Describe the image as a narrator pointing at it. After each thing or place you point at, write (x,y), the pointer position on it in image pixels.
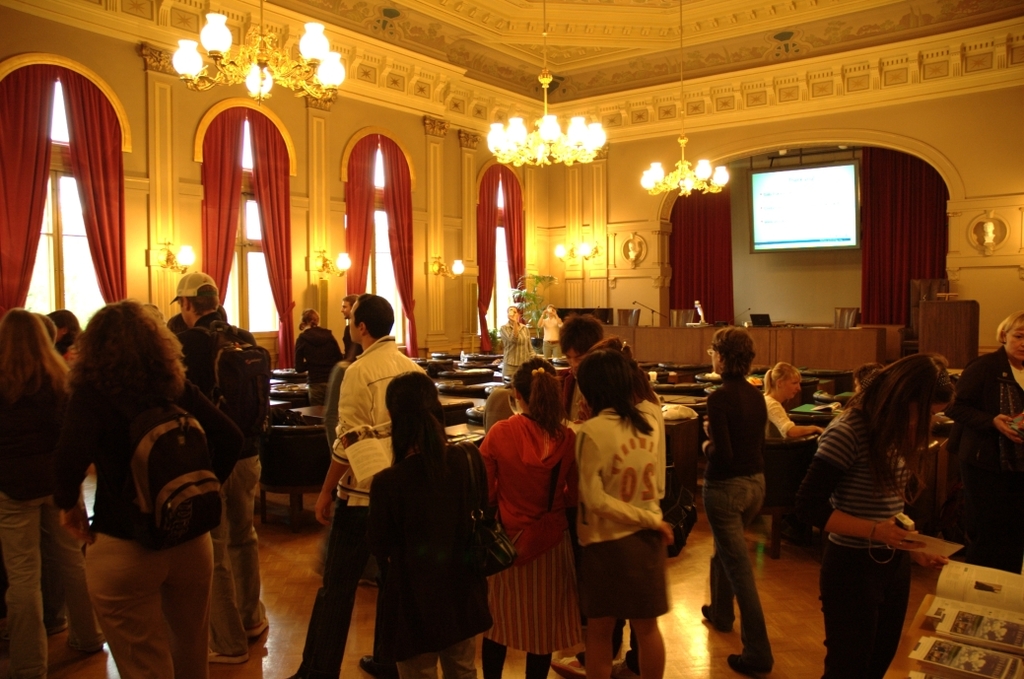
This image is taken inside the building (744,245). In this image we can see few people (598,467) standing on the floor (361,589). Image also consists of tables (818,362) with chairs (799,453), lights (584,156), screen (844,203), podium (975,336) and windows (58,219) with curtains (510,272). At the top (645,53) we can see ceiling lights (714,179) to the roof (737,53).
